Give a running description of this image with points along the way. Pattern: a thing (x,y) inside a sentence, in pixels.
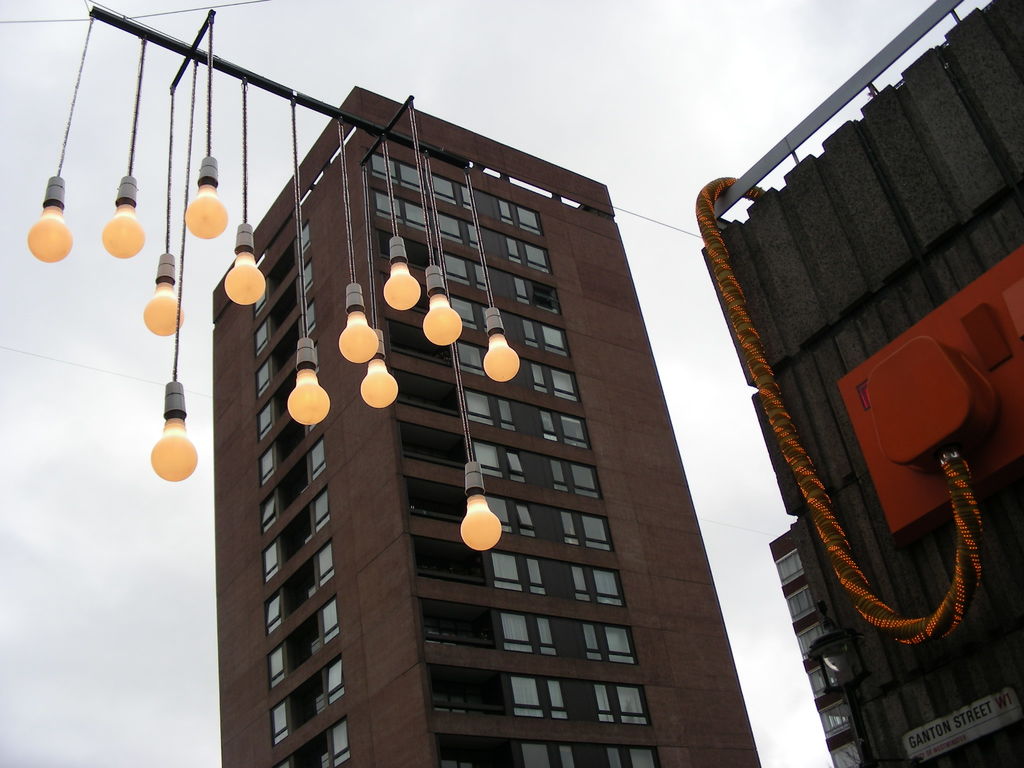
In this image I can see few buildings (659,650), glass windows (639,692), few bulbs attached to the rod (410,97). I can see an orange color switch board (945,341) attached to the black color object (910,128). The sky (738,95) is in white color.
